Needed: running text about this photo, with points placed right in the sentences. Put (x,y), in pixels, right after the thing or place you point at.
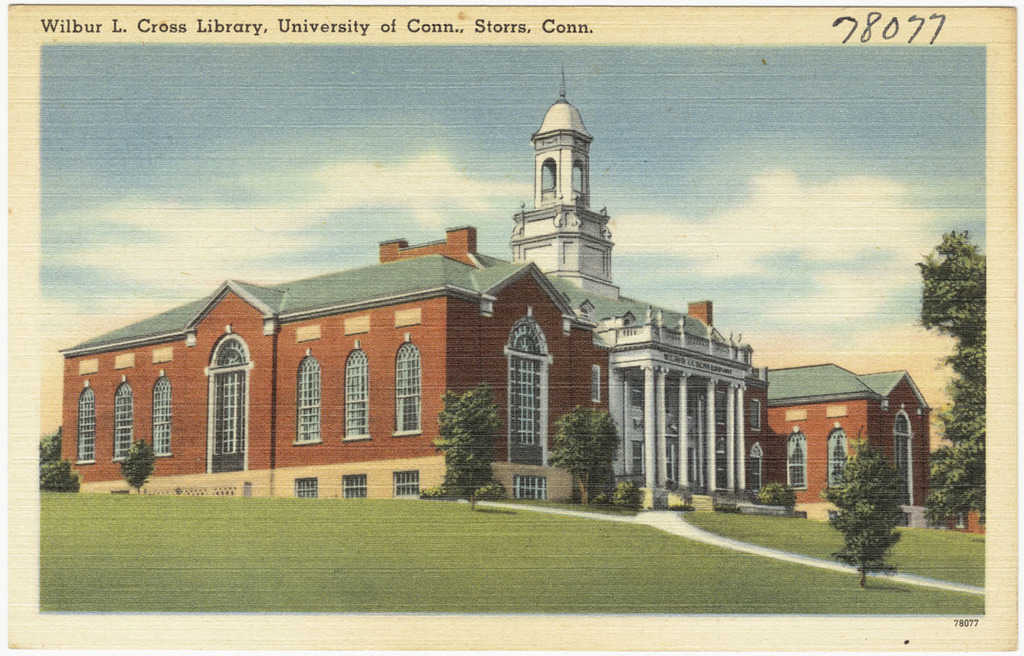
In this image we can see one poster (722,27) with text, numbers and images (964,194). In this poster (147,87) we can see the houses (871,419), some pillars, some trees (445,433), grass (205,572) on the ground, few objects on the ground (630,549), some text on the house (176,447), one staircase (695,498), one path (838,566), some text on the house (677,377) and at the top (438,121) there is the cloudy sky (803,303).
